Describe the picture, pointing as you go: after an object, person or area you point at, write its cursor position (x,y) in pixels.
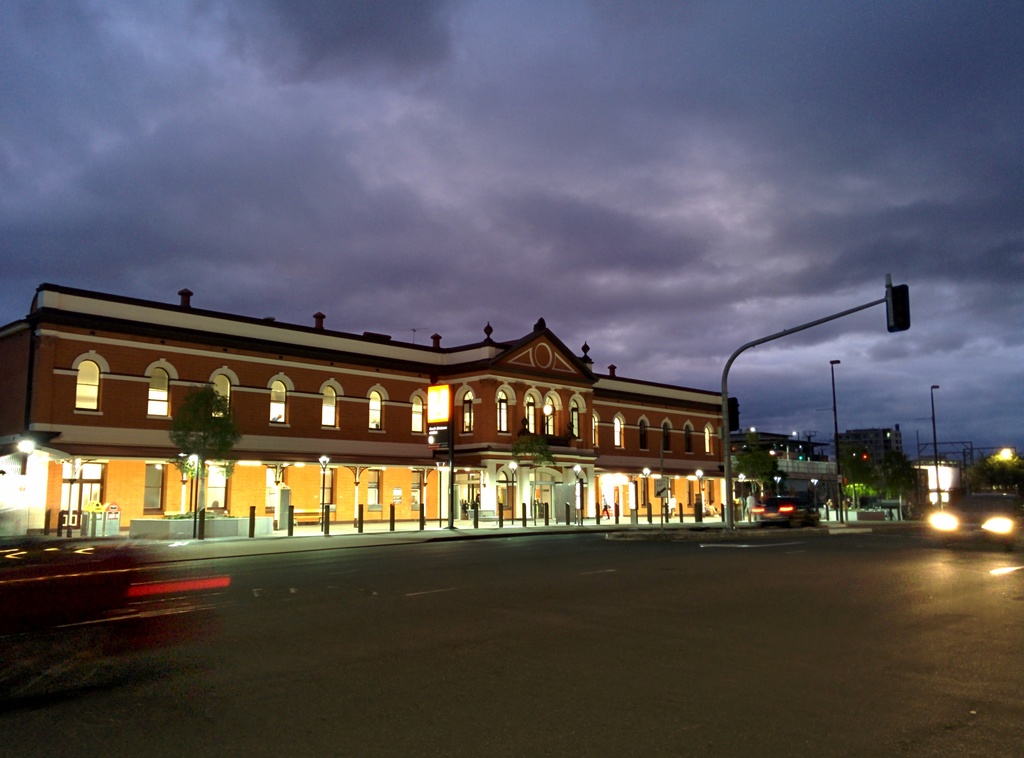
In this image in the middle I can see a road (521,563), on the road (521,563) I can see vehicles (762,516) and street light pole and traffic signal light (724,376) and building (405,424), in front of the building (258,375) I can see trees (178,448) and lights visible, at the top (600,231) I can see the sky (692,149) and the sky (754,148) is cloudy.
